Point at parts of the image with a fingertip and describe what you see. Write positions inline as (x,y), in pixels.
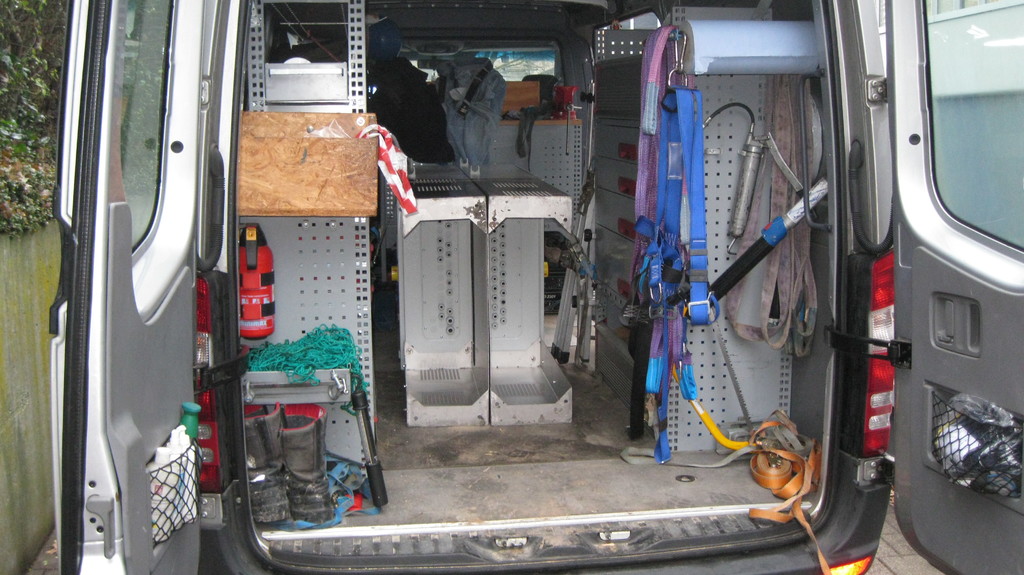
This image is clicked inside a car (831,319). There are some equipment (427,274) in this. There is car door (118,282) on the left side (182,251) and right side (989,529).
